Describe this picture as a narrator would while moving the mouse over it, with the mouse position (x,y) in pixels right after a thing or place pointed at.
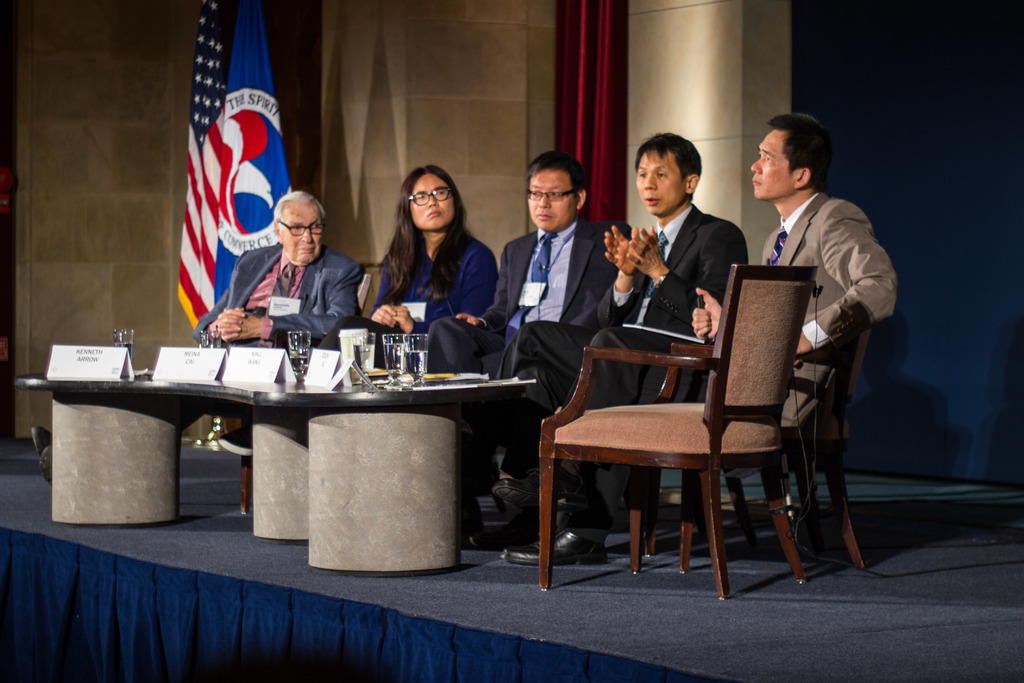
As we can see in the image, there are few people (818,329) sitting on chairs (759,348). In front of them there is a table (343,393). On table (246,394) there is a poster (264,368) and glasses (414,364) and there is a blue color flag (264,169) over here.
